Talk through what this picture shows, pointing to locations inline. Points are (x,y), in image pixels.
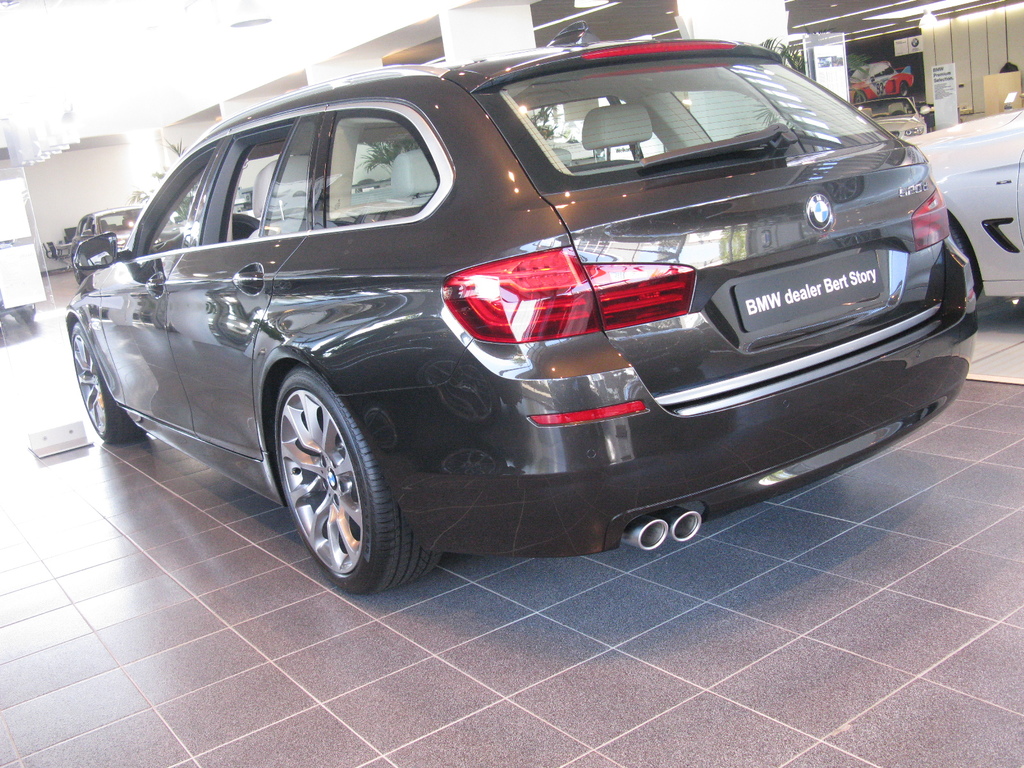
In this image we can see motor vehicles (538,404) on the floor (586,561). In the background (50,154) we can see electric lights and plants (858,59).
